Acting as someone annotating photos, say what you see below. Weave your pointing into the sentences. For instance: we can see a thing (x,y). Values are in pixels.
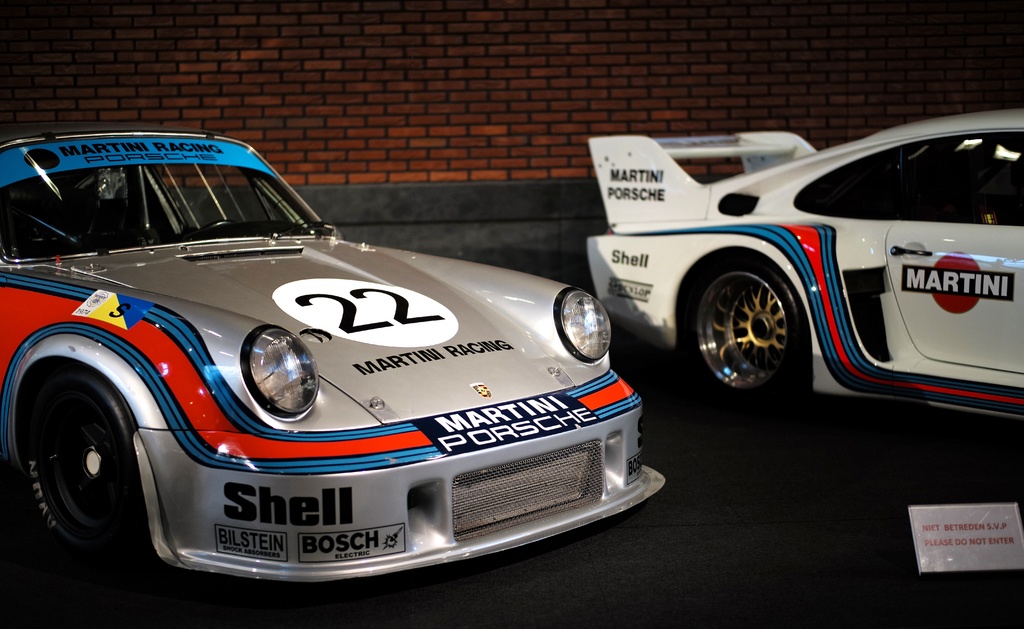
In this image there are two cars (620,390), a small board (915,522) with some text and the wall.
